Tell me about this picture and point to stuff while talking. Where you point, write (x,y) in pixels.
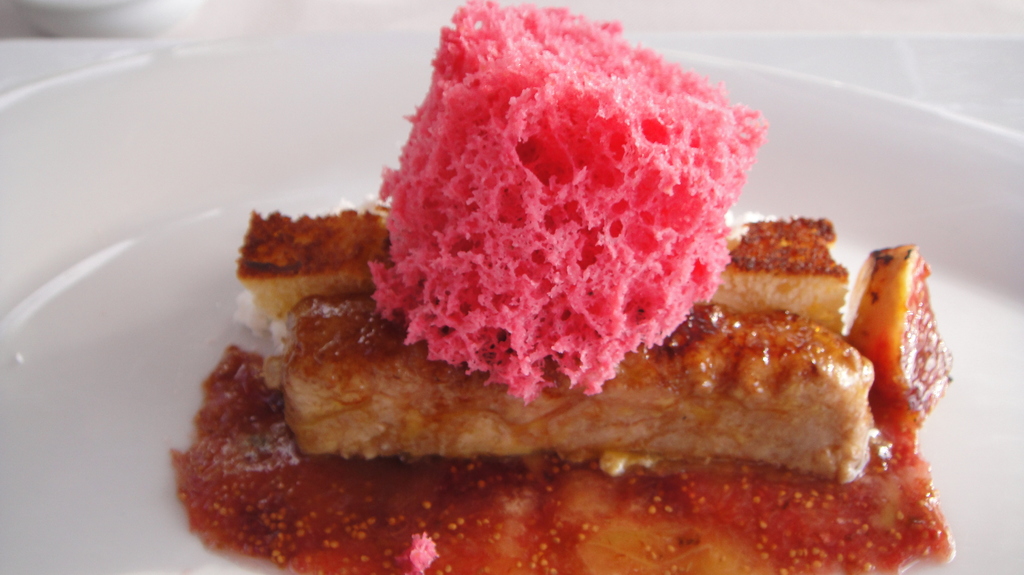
There is a pink color bread (557,145) on the two cake pieces (798,395) on the white color plate (90,269) along with a soup (364,566). And the background (983,51) is white in color.
